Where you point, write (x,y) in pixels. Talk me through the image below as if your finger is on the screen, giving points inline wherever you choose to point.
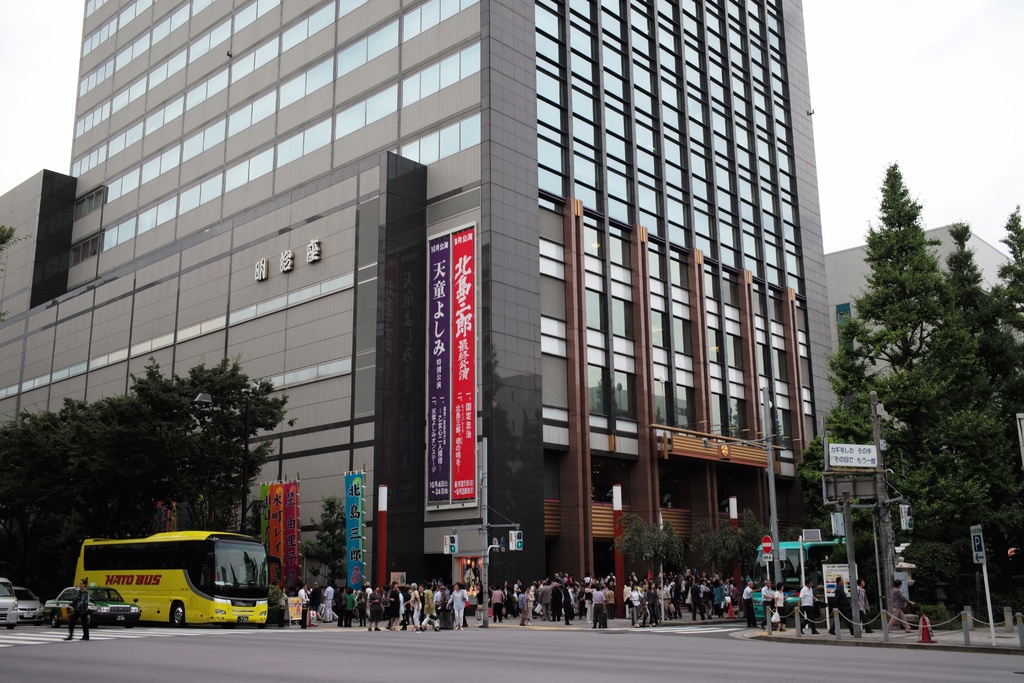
In this picture there is a glass building (408,326) with many windows (648,158). Below there are many men (743,598) and women (468,596) waiting at the building entrance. On the left side (168,611) there is a road (263,637) with some cars (134,607) and yellow bus (164,616) standing on the signal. On the Right side of the image (857,382) there are some trees (1000,378) and caution boards (853,498).
